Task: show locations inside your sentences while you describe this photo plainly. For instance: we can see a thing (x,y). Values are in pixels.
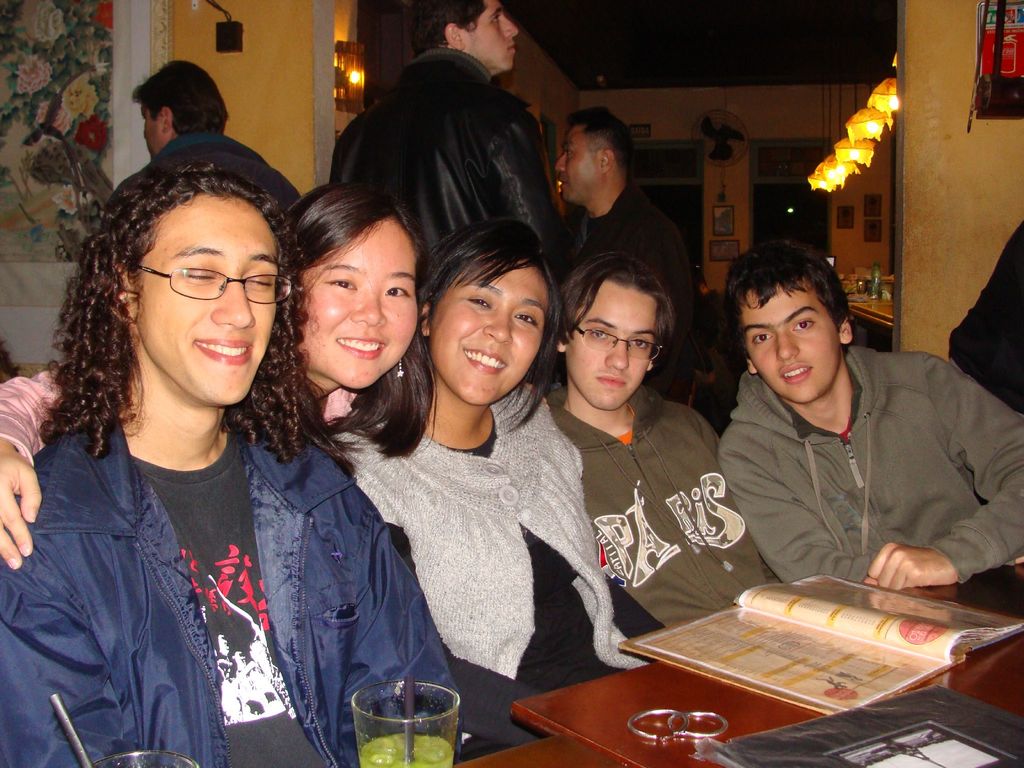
In front of the image there is a table (579,683). On top of it there are glasses (372,692), straws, books (972,627) and there is a metal object (698,727). Behind the table (721,706) there are a few people (364,472) sitting and there are a few people (509,215) standing. In the background of the image (872,218) there are photo frames (725,216) and a fan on the wall (851,241). There are lamps (829,173). There are some objects (885,296) on the table (881,322).
